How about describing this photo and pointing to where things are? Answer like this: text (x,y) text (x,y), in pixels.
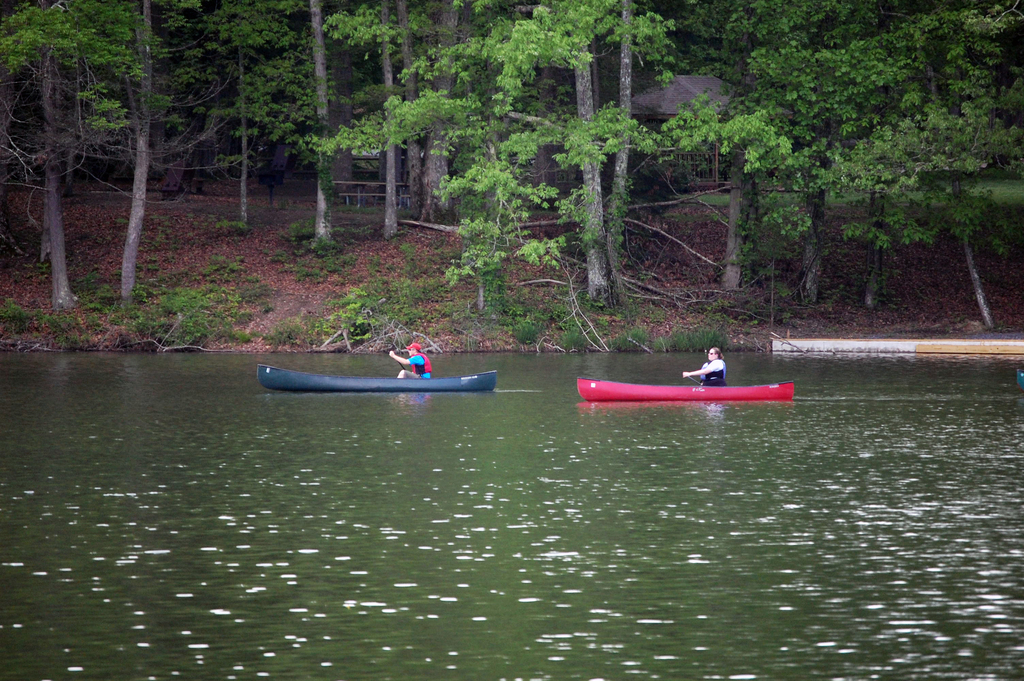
At the bottom of the image (433,526) there is a river (423,438) and we can see boats (464,384) in the river (452,393). There are people (723,369) sitting in the boats (648,392). In the background (501,234) there are trees (670,185), shed (690,170) and a fence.
